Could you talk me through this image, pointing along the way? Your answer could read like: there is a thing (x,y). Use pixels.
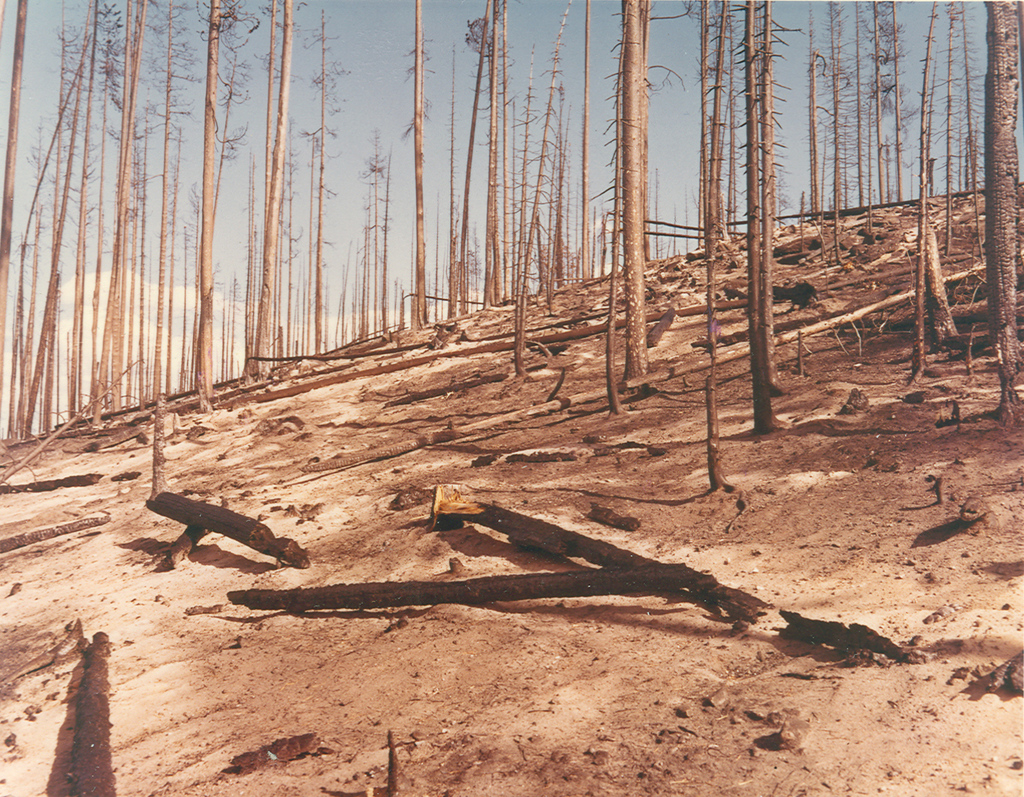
In this image we can see the trees (416,33) on the hill (674,536). We can also see the fallen barks (602,585). In the background (343,157) we can see the sky (325,266) with some clouds (146,309).
